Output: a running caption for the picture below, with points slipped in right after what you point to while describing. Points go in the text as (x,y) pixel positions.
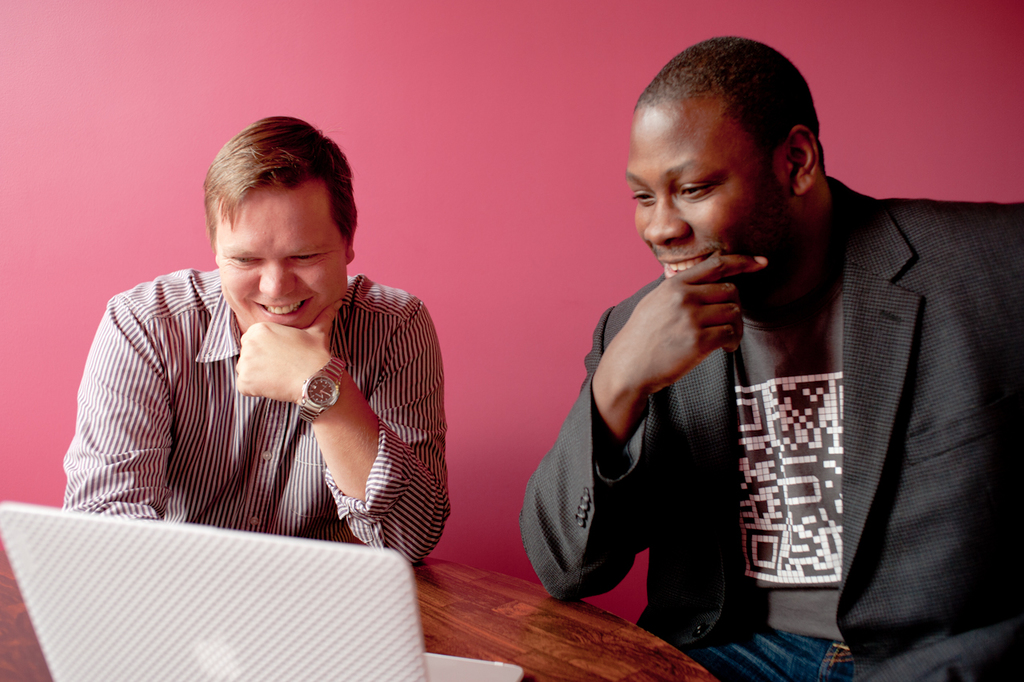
In this image we can see two persons (738,305). In front of them, we can see a laptop (412,663) and a wooden object (504,596). Behind them, we can see a wall (505,244).
